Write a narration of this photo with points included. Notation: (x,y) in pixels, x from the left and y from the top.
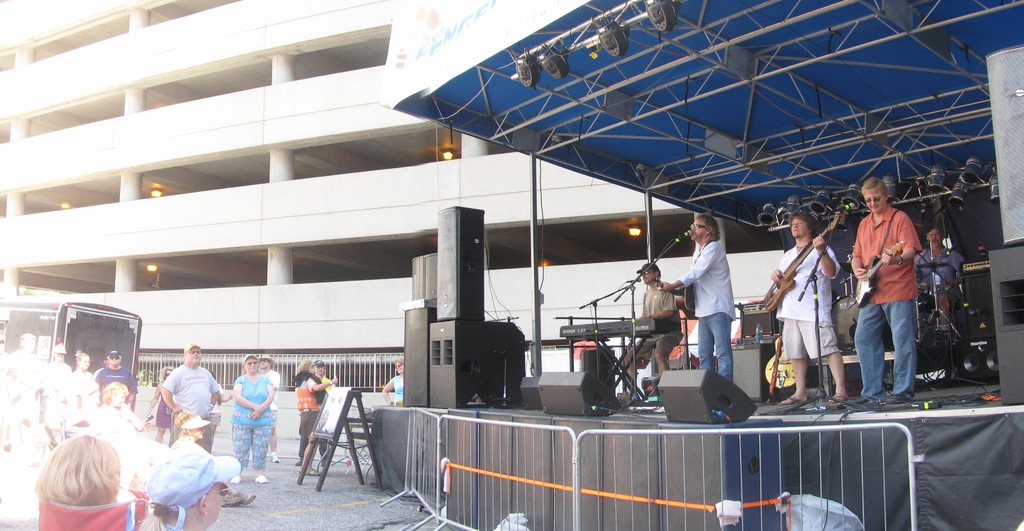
In this image we can see a group of people (179,411) standing on the ground (271,470). On the right side of the image (894,240) we can see group of people (887,272) standing on stage (495,408). One person (668,302) is sitting in front of keyboard (642,333) placed on a stand (623,366). three persons (885,309) are holding guitars (685,308). In the background (923,294), we can see group of musical instruments (782,356), lights (556,63), poles (617,86), speakers (484,390), shed (713,161) and a building (231,272) with some lights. In the foreground (502,481) we can see metal barricade (460,485) and a sign board (341,414).
